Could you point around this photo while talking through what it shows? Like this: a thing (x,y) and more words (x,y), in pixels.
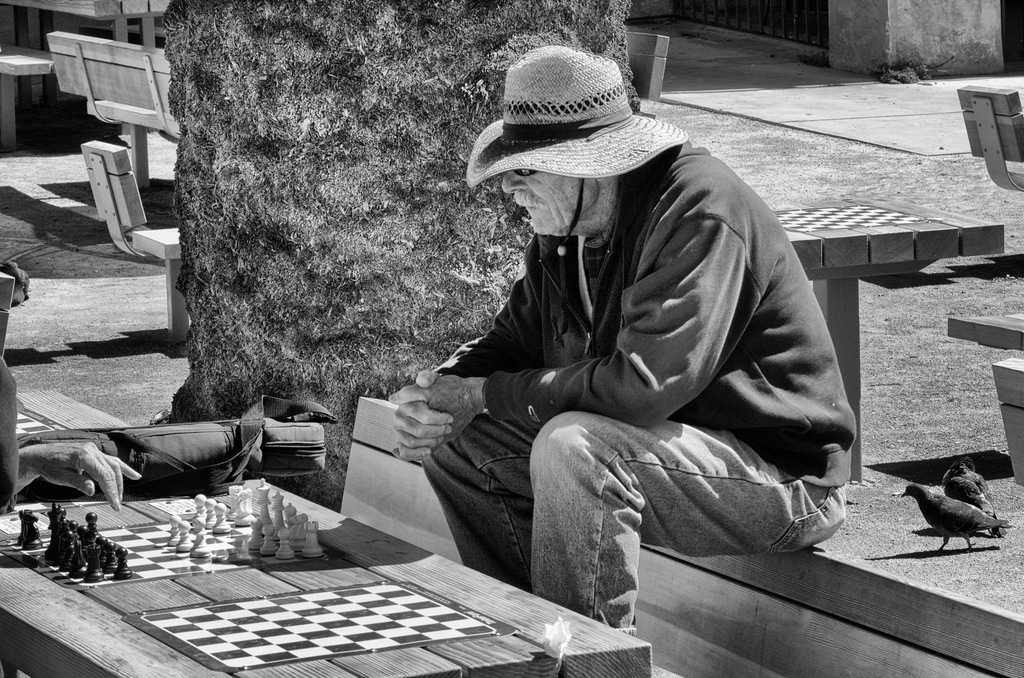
This picture contains a table (102,625) on which chess board (238,500) is placed. There are two people (78,449) playing the chess board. On right of the table (425,576), we see man (695,275) in black jacket (672,225), wearing hat (616,123) is sitting on the bench (760,599). Behind him, we see many table (881,244) of chess board (818,221). Beside him, we see tree (356,144) and behind him, we even see two birds (971,503).
